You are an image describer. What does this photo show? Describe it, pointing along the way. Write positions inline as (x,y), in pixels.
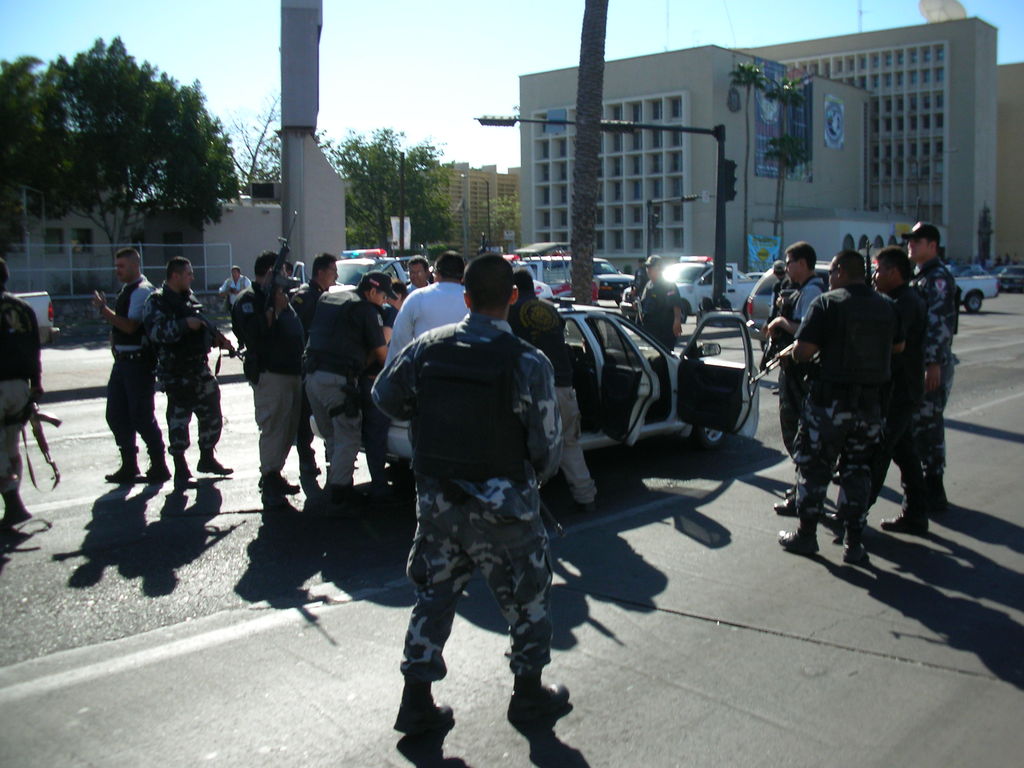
In the image I can see a place where we have some people (465,504) who are standing around the car (672,419) and also I can see some trees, poles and buildings (801,185).
